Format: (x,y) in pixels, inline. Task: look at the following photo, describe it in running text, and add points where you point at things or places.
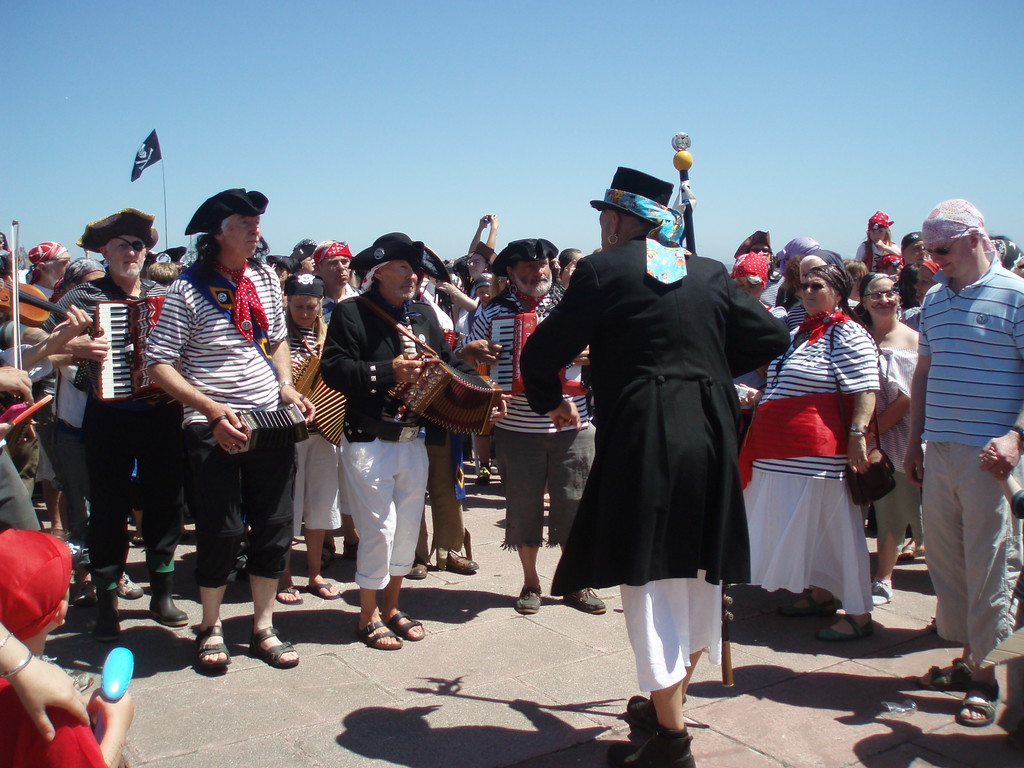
In this picture we can see a group of people (878,305) where in front (239,333) some people (186,320) wore same black lines T-Shirt (219,332) holding accordion (104,323) in their hand (468,344) and here the person (661,303) in middle (621,490) holding stick (690,252) in their hand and above them we have sky (205,71) and here we can see flag (146,143) with pole (166,208).
